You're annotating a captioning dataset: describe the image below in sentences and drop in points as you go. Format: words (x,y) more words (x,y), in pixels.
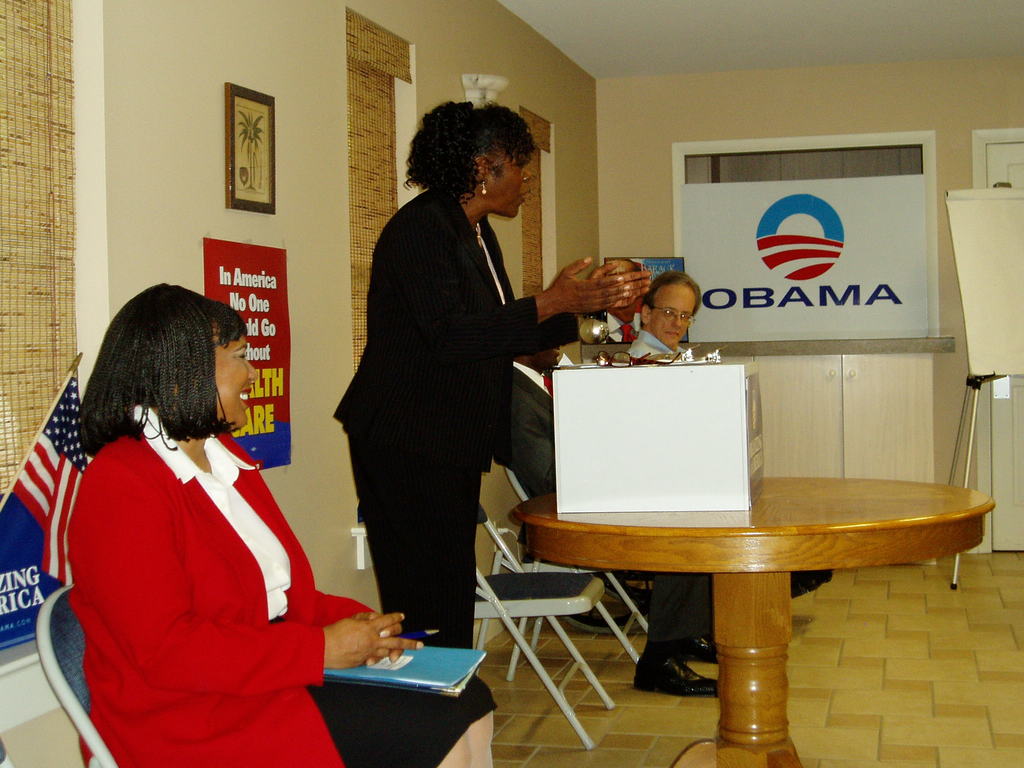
this is a room (807,35), on the left (244,466) there are few people (259,486) and the 1st person (202,600) from the left is sitting on the chair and smiling. The 2nd person (421,437) is standing, she is a woman (462,330) and speaking to someone. Next to her there are two men (685,304) sitting on the chair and listening to her. In front of them there is a table (700,529) on the floor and a box (694,414) on the table (751,520). There is a drawing table (992,377) on the right (1003,229). On the wall (852,130) we can see a hoarding (731,233), frame (253,124) and a poster (274,298).
